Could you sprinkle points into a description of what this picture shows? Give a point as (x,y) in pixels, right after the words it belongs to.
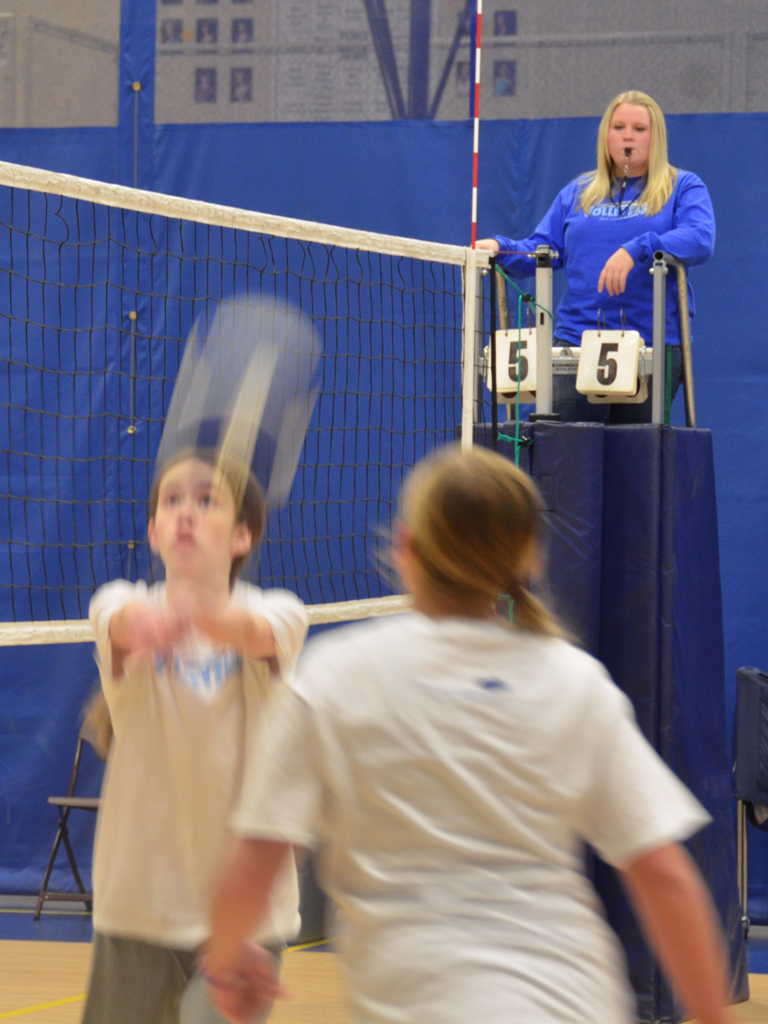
At the bottom of the image (221,996) two persons (474,456) are standing and playing volleyball. Behind them there is net (26,330) and chair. At the top of the image (703,206) a woman (607,416) is standing and watching. Behind her there is a wall (654,14) and curtain (5,331).
